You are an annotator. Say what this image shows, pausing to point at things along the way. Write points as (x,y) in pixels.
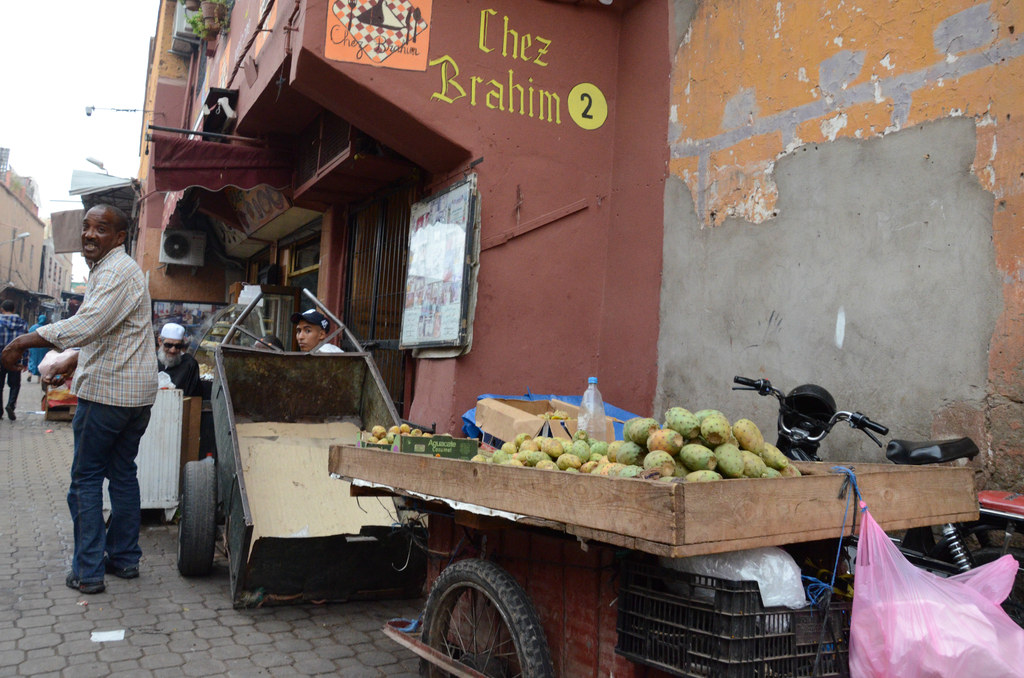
In the center of the image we can see the trolleys (722,494). On the trolley (614,602) we can see the fruits (580,452), containers (466,445), bottle (590,402), plastic covers (770,602). In the background of the image (940,38) we can see the buildings (659,203), text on the wall (626,139), board (454,241) on the wall (519,312), air conditioner (187,235), pots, plants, lights (107,108). On the left side of the image (96,524) we can see some people (24,367) are walking on the pavement (46,460) and some of them are sitting. At the bottom of the image (211,652) we can see the pavement (186,665). In the top left corner (61,70) we can see the sky (27,56) and light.
